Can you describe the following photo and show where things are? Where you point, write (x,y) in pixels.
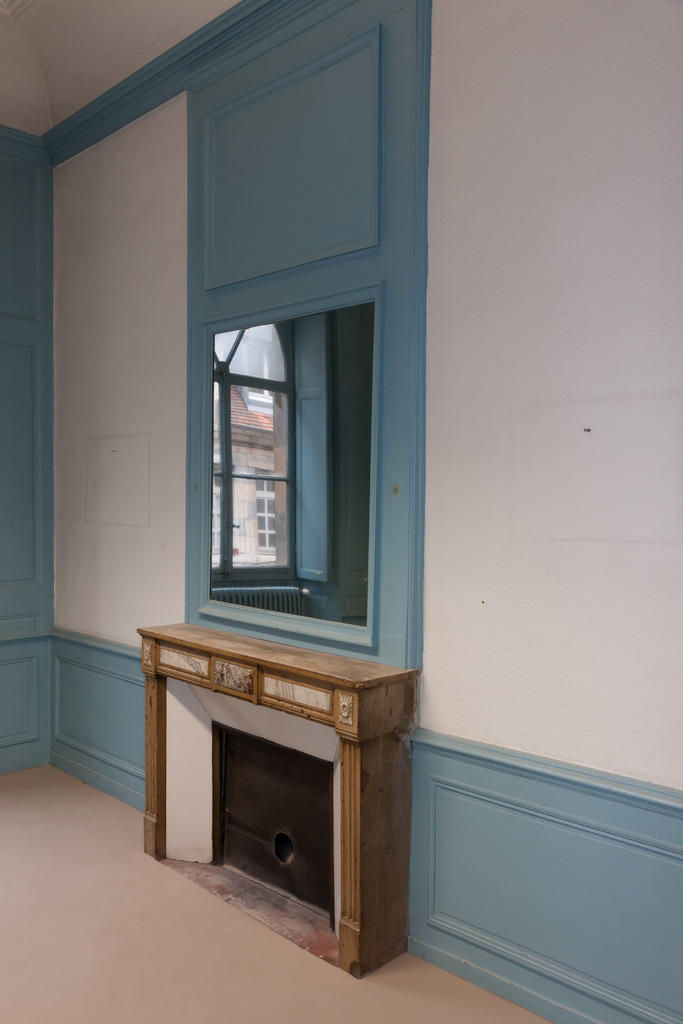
In this image we can see a mirror (314,362) on a wall (404,574) and a fireplace (240,668) placed under it. We can also see the reflection (264,574) of a house (258,547) and a window (271,544) from the mirror (241,591).
